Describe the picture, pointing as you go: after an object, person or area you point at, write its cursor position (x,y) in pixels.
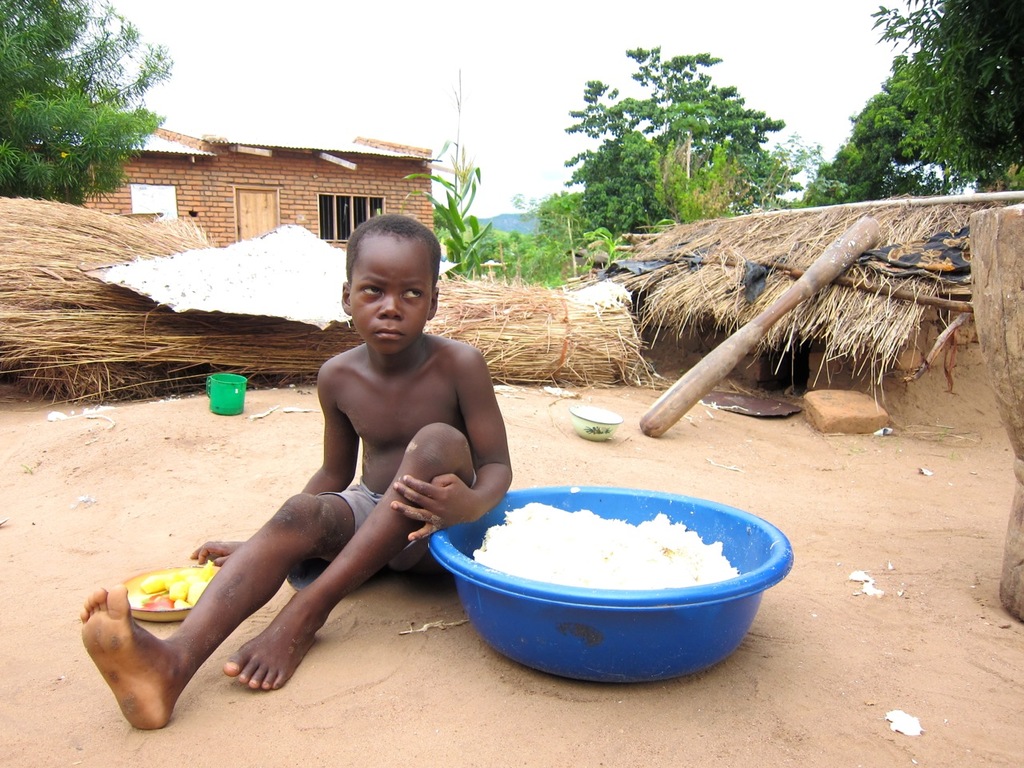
In the image there is a boy (304,536) sitting on the ground (622,693). Beside him there is a bowl (675,505) and a plate (164,594) with food item (196,589). Behind him there is a bundle of dry grass straws (561,327). And also there is a hut (729,245). There is a green color object (219,398), bowl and wooden object (856,233) at the back of the boy (458,407). Behind them there is a room (212,183) with brick walls (233,183), doors (251,209), windows (328,212) and roof (399,154). In the background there are trees (980,132) and plants (56,138). On the right corner of the image (979,288) there is an object (980,223).
